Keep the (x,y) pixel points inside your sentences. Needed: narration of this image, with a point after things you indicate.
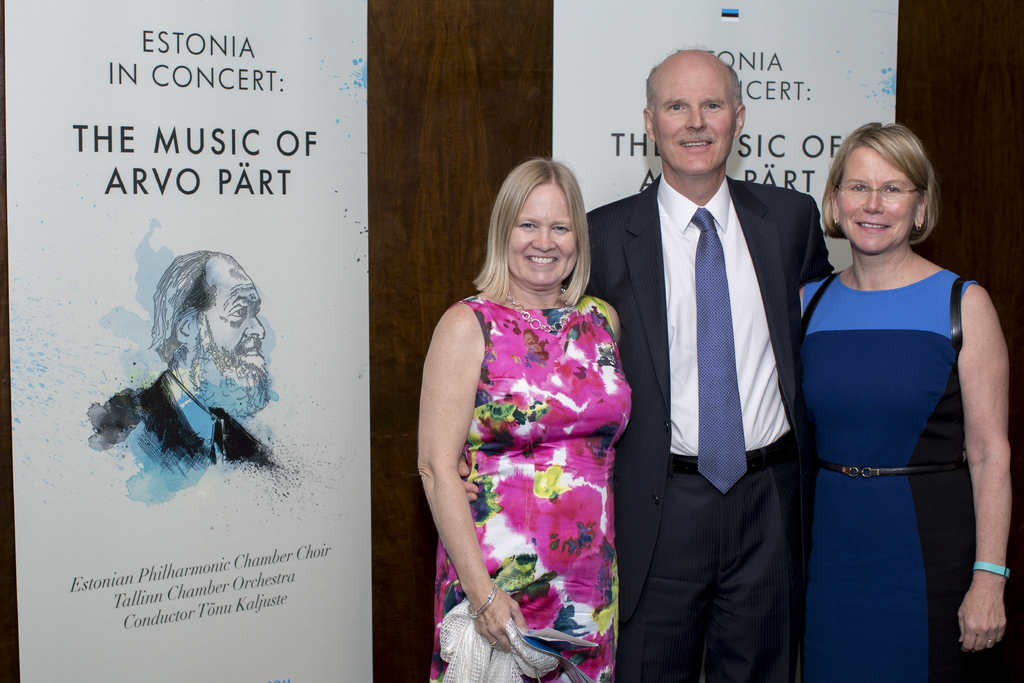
In this image there is a man (695,379) in the middle (680,351). There are two women (624,385) on either side of him. In the background (500,82) there is a wall (455,121) on which there are posters (228,376).
